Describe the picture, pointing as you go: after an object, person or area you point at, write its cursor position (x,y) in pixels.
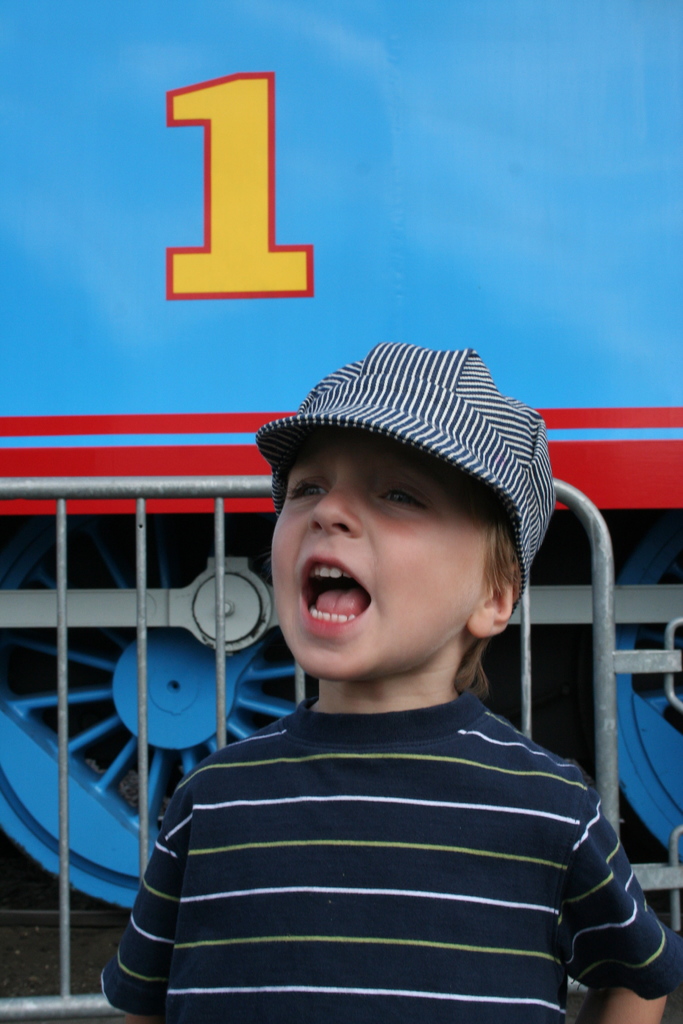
In this picture we can see a child (247,820) wore a cap (541,489), rods (599,715) and in the background (191,643) we can see a vehicle (443,211).
